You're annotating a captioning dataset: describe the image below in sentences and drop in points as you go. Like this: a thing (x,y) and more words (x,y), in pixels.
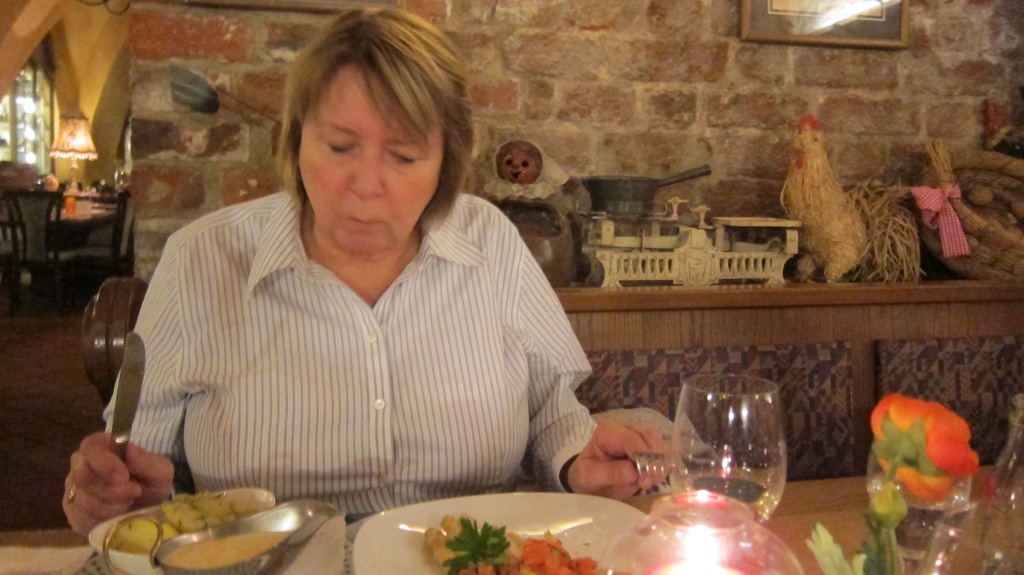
In the picture we can see a woman (406,306) sitting on the chair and she is holding a knife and a fork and she is near the table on the table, we can see some food items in the plate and beside it, we can see a glass of water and in the background (29,89) we can see a wall (634,108) and beside it we can see a lamp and beside it we can see a window (44,97).
